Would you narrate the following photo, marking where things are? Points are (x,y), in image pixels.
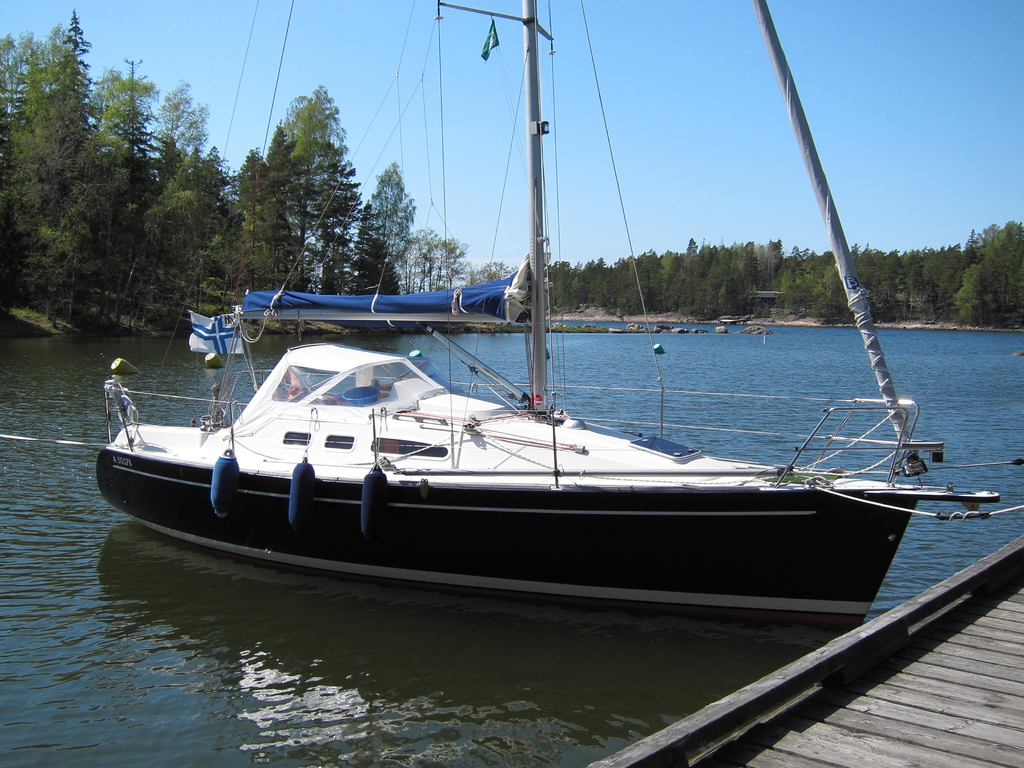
We can see ship (569,593) above the water (566,650), poles (530,164), strings (388,90), flags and bridge (950,650). In the background (656,115) we can see trees (725,286) and sky (671,124) in blue color.
